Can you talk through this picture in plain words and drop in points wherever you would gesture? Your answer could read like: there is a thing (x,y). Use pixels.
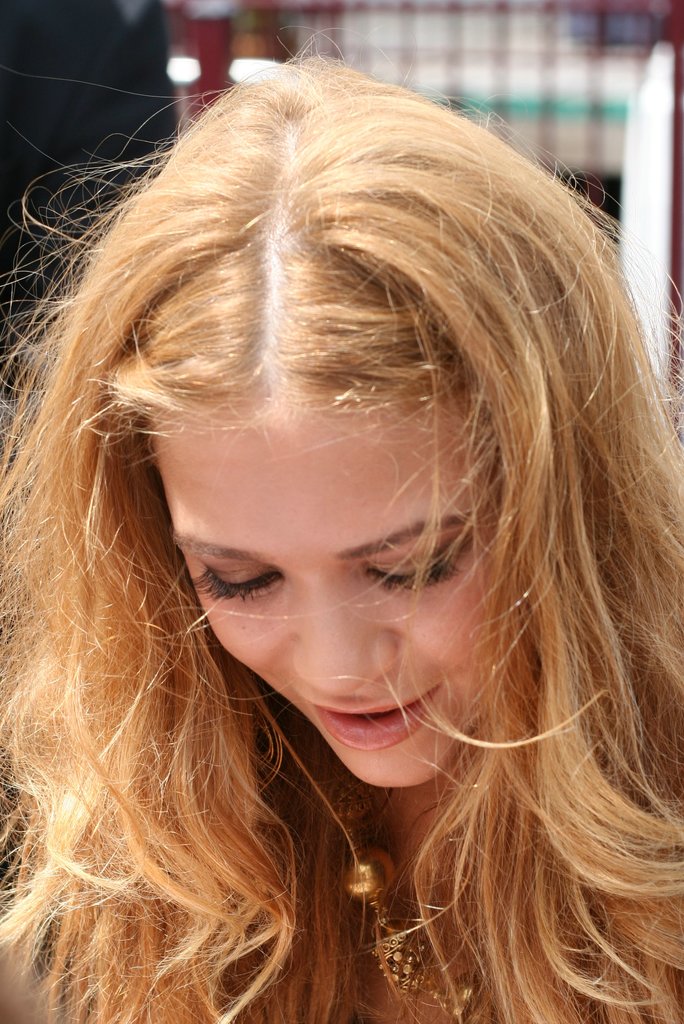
In the foreground of this image (189,293), there is a woman (402,678) with blonde hair (582,872) and the background (620,68) image is blurred.
